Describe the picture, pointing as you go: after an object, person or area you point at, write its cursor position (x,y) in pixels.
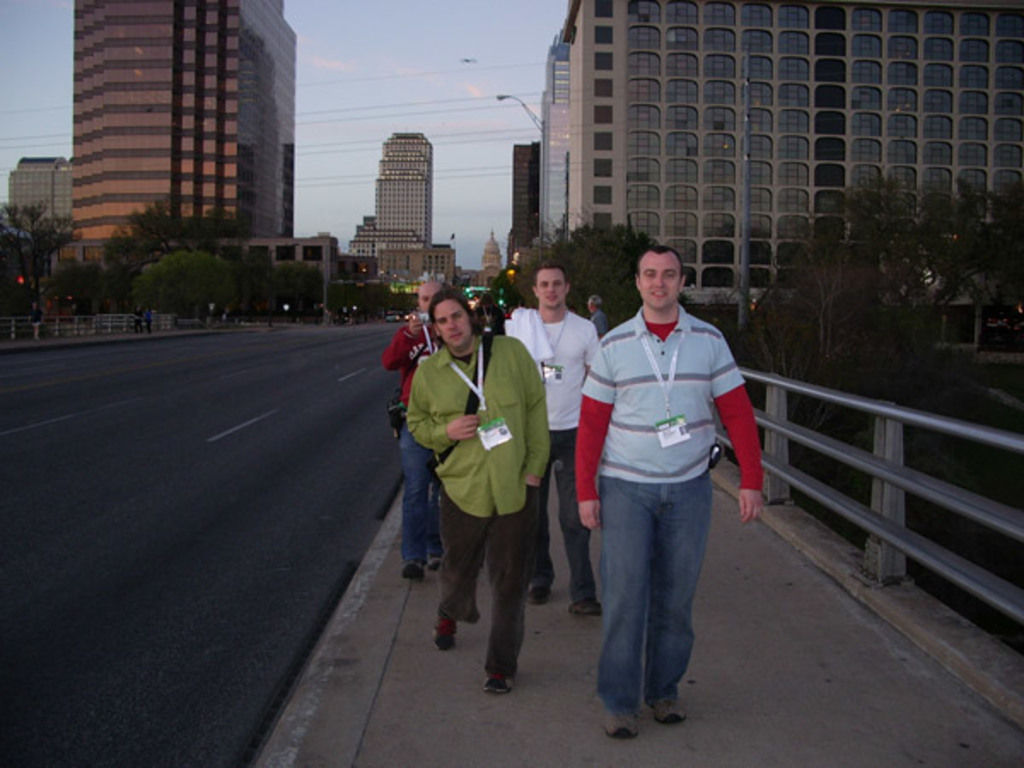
This image consists of many people (566,486) walking on the road (538,628). At the bottom (310,653), there is road (392,656). In the background (134,161), there are many building (379,184). On the right (818,332), there are small trees (854,373) and a railing (970,572).
